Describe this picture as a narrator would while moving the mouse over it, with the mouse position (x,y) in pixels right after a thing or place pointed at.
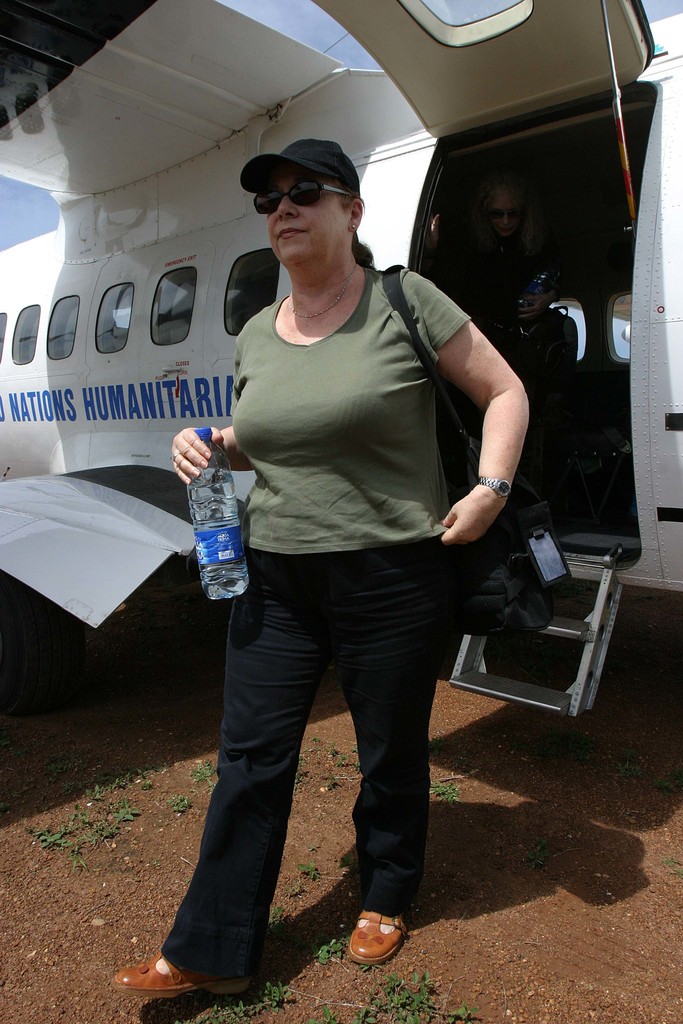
Here is the woman (278,350) holding water bottle (246,556) and walking. She wore T-shirt (360,337), trouser (415,704), goggles (316,190), cap (320,170) and bag (482,579). This is the airplane (135,118). These are the windows (174,296). I can see another person (490,253) inside the airplane (221,309). This looks like a door (495,50).
